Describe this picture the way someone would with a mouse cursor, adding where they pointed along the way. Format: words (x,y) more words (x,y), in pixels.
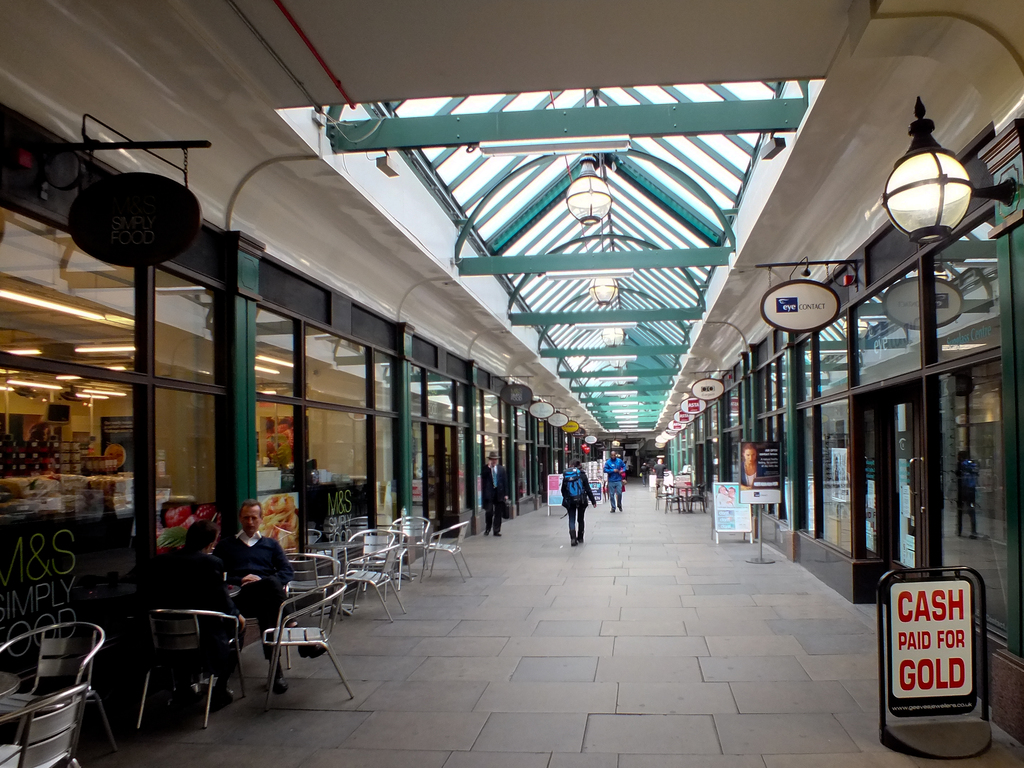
The picture is taken inside a building (611,318). On the right (882,391) there are hoardings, lamps (936,187), chairs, glass windows (831,454) and doors (884,522). On the top (542,161) it is ceiling (557,120), there are lights (617,342) to the ceiling (603,401). In the center (614,459) on the pavement (600,535) there are people (574,493) walking. On the left (317,593) there are chairs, shops hoardings (169,244), glass (202,490), windows (307,486) and doors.
